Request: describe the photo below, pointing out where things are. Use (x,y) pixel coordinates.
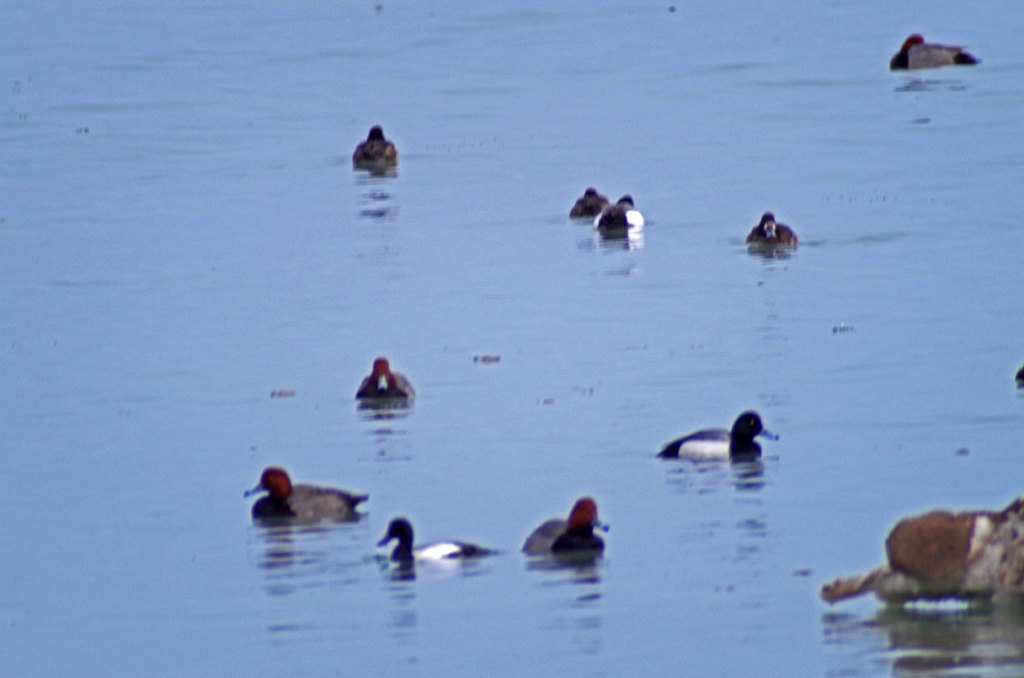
In this image there is a river (398,314) and in the river (472,364) there are some ducks (409,526), and on the right side of the image (921,596) it looks like an animal (981,557).
